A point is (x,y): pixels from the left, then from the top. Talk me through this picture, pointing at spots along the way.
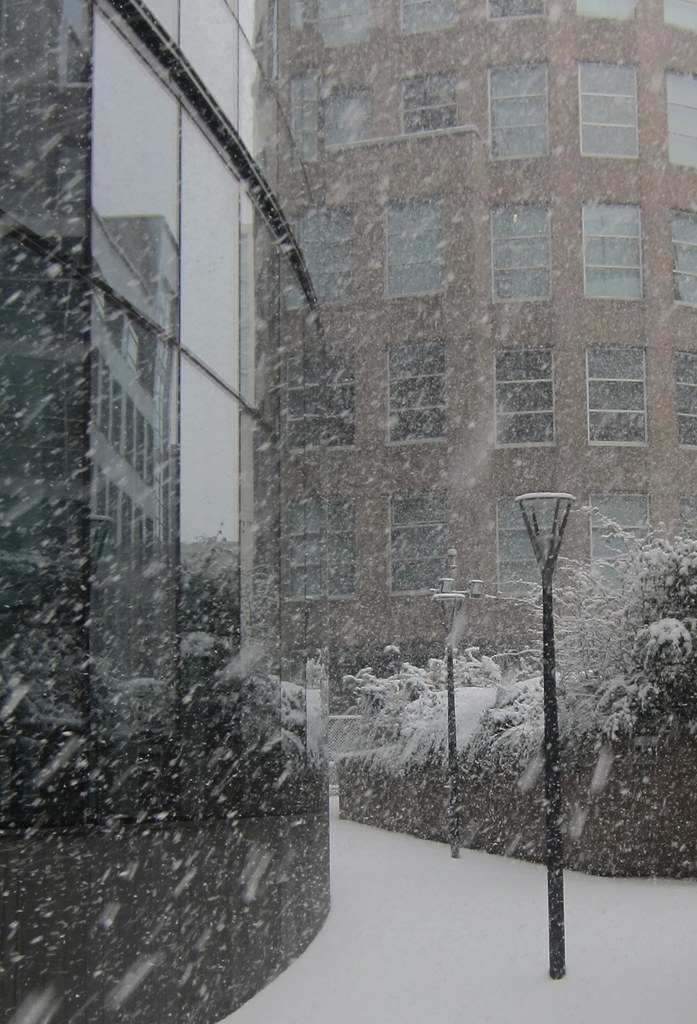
In this image I can see few buildings (466,254), glass windows (441,278), trees (693,639), light poles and the snow (410,864).
